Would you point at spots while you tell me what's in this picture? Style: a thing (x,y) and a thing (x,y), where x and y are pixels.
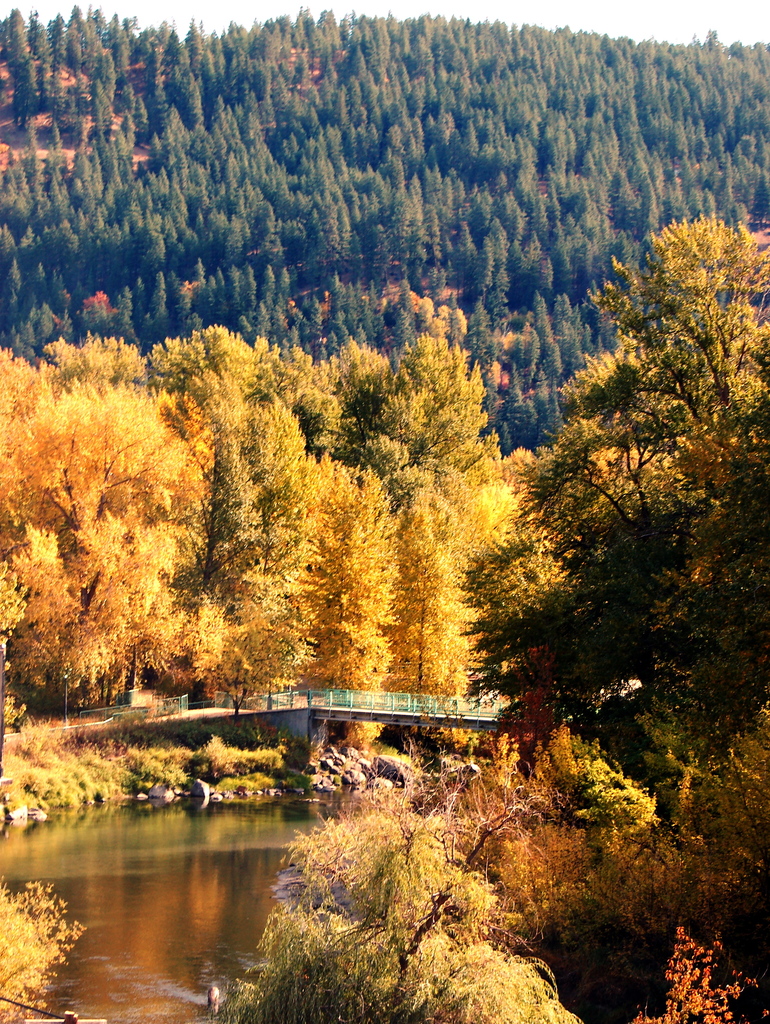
In this image we can see water (187,895), bridge (329,699), trees (555,334) and sky (323,8) in the background (364,319).
